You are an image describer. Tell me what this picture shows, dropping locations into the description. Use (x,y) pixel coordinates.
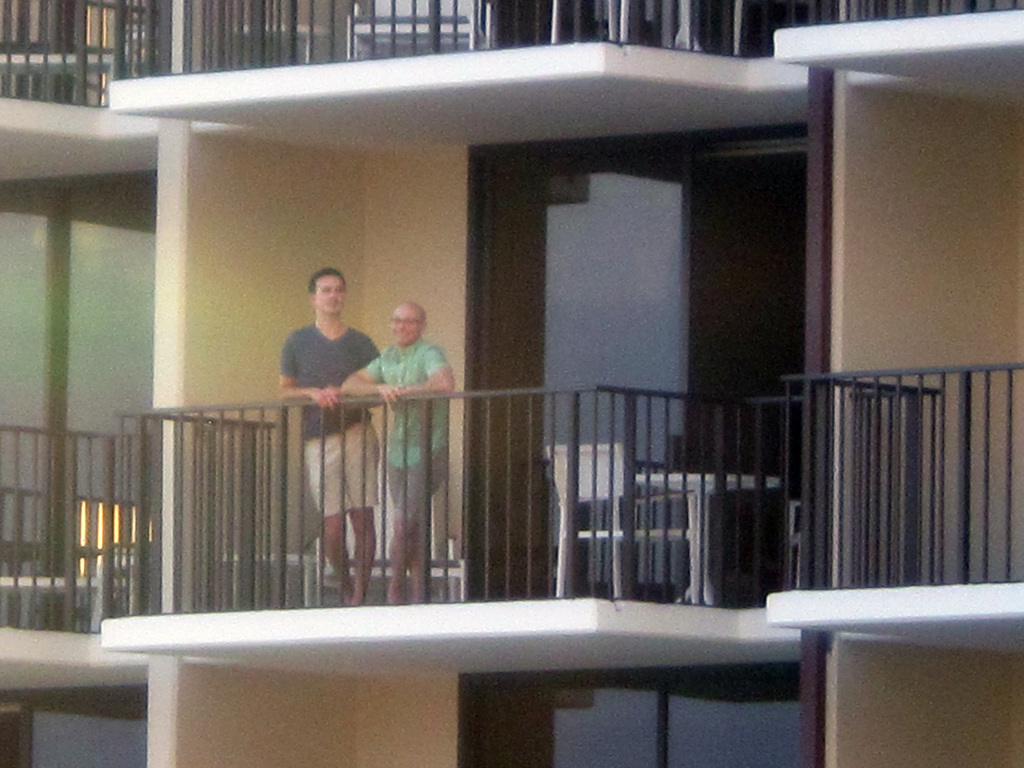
In this image there is a building (304,541), two people (334,432) are standing on a balcony (424,613) near a railing (698,457), behind them there are chairs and a table (645,482).
